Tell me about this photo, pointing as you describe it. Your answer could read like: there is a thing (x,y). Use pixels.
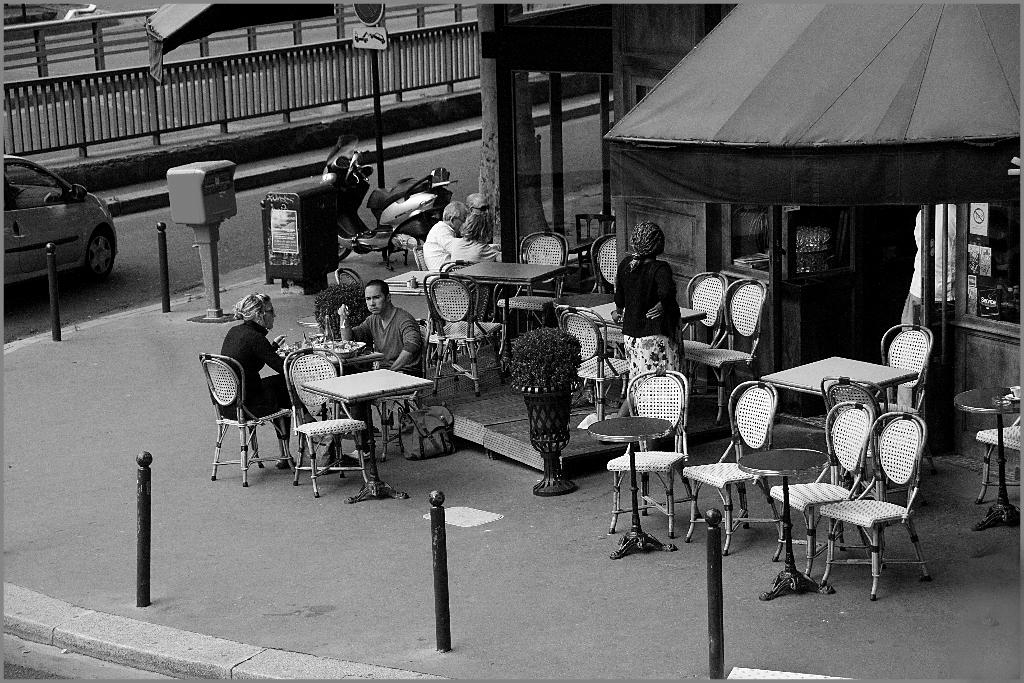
In this image I can see there are few people (385,363) among them some are sitting on the chair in front of the table (355,358) and a woman (658,283) is standing on the ground (366,255). Here we have a few chairs (758,415) and tables (803,451) on the ground (812,441) and on the right side of the image (830,249) we have a shop (838,124) and on the left side (56,212) we have a car (67,235) on the road (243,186) and a fence (263,87).
